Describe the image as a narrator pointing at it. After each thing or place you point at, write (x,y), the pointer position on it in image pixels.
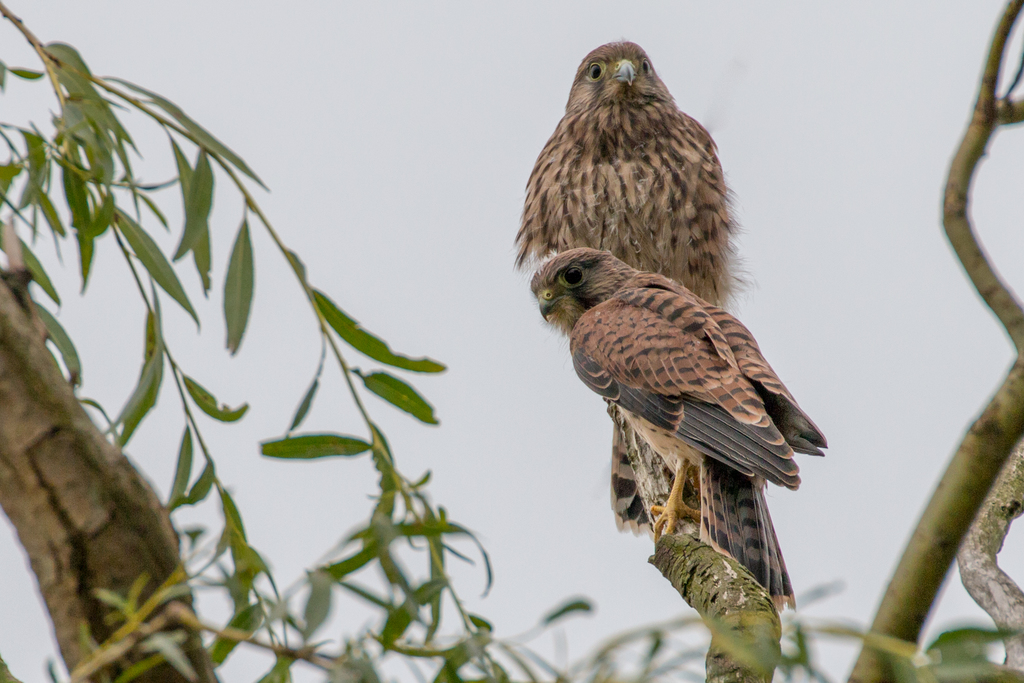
In this image there are two hawks (643,315) standing on the tree stem (719,596). On the left side (233,513) there are green leaves (227,498). On the right side (936,510) there are tree stems (911,586).
